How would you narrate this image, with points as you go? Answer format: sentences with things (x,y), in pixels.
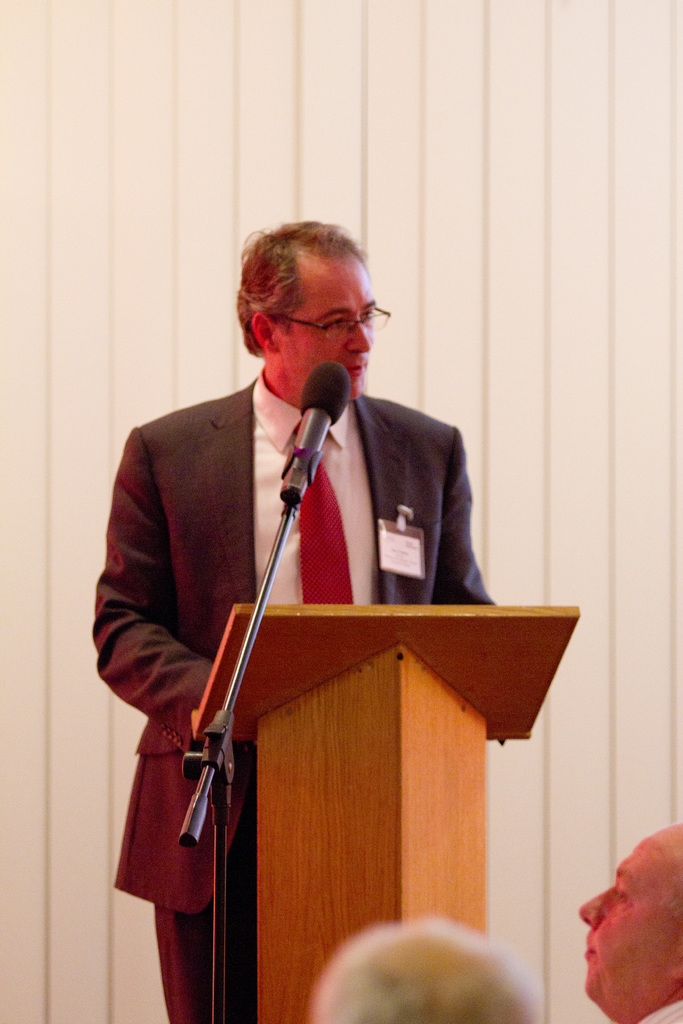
In the foreground of this picture (633,964) we can see the two people (630,934). In the center (228,451) there is a person (221,532) wearing suit (452,492) and standing behind a wooden podium (368,692) and we can see a microphone (308,445) is attached to the metal stand (198,806). In the background (234,90) we can see an object (548,175) which seems to be the wall (96,357).
